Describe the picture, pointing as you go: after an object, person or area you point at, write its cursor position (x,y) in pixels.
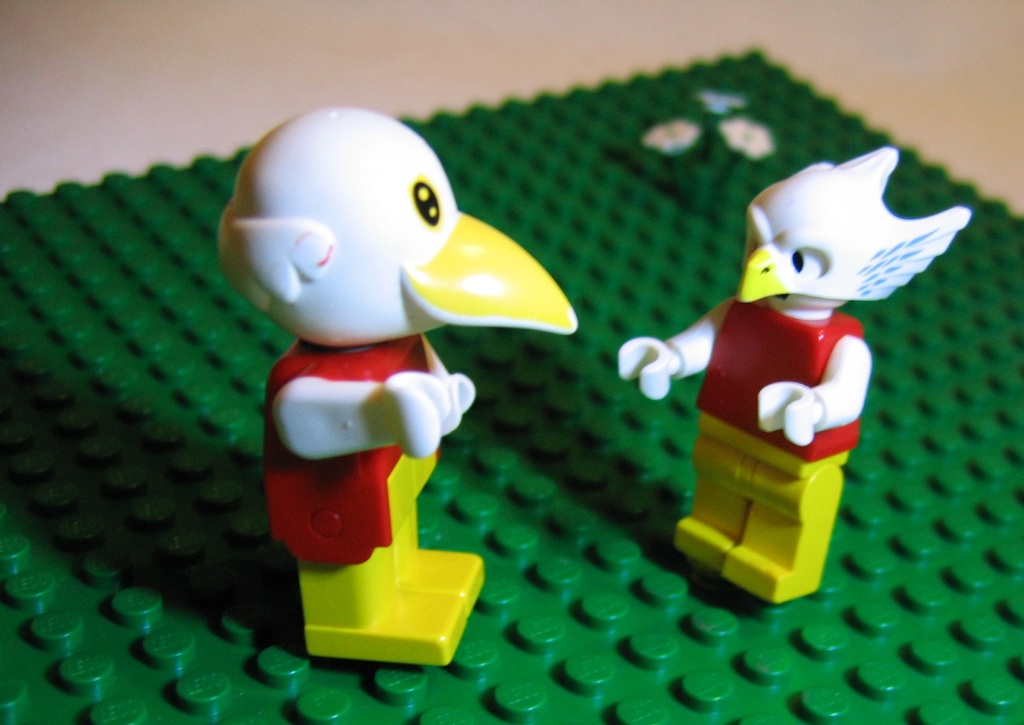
In this image, we can see two toys (775,359) on the green color object (270,546).
